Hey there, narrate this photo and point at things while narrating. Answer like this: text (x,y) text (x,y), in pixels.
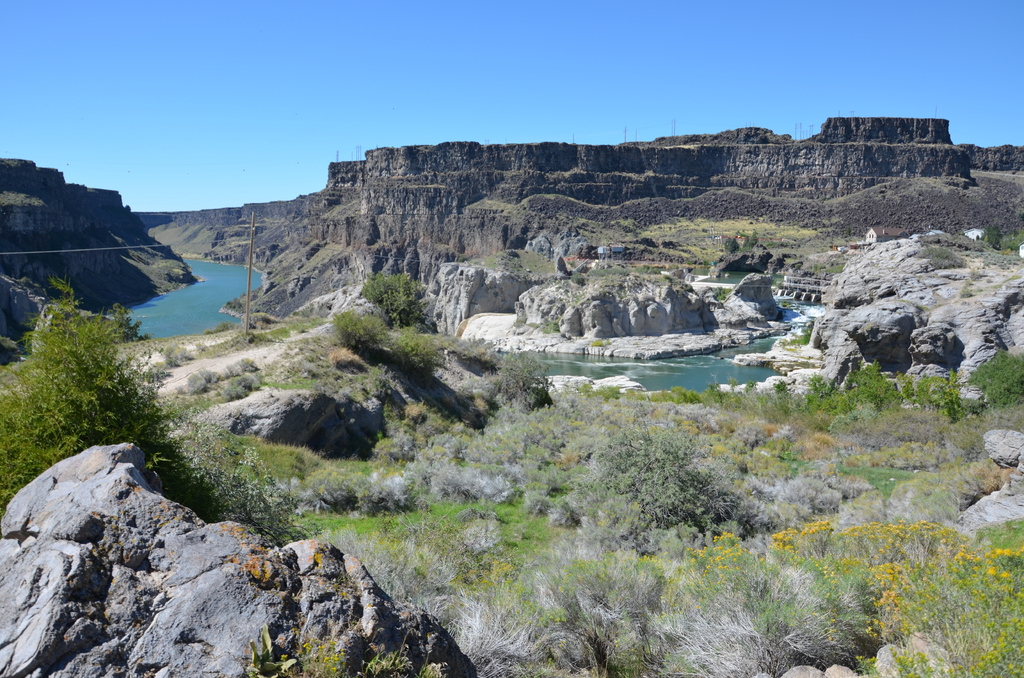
In this image there is a canal (187,295) and we can see hills (568,188). At the bottom (214,541) there are rocks (321,567) and grass (801,569). We can see trees (351,343). In the background (245,151) there is sky (307,87).
